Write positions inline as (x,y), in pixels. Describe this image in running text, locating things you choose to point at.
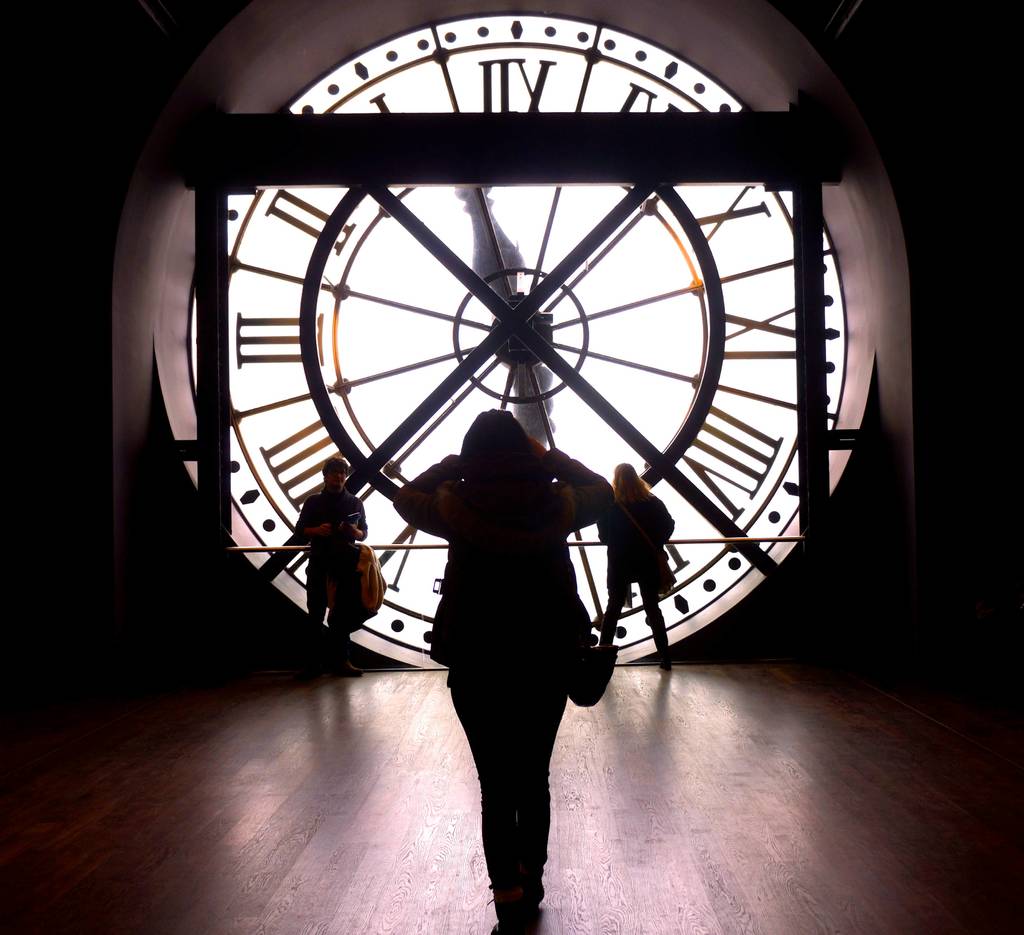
In this image we can see some group of persons (561,661) walking some are carrying bags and in the background of the image (520,414) we can see clock (471,210).
